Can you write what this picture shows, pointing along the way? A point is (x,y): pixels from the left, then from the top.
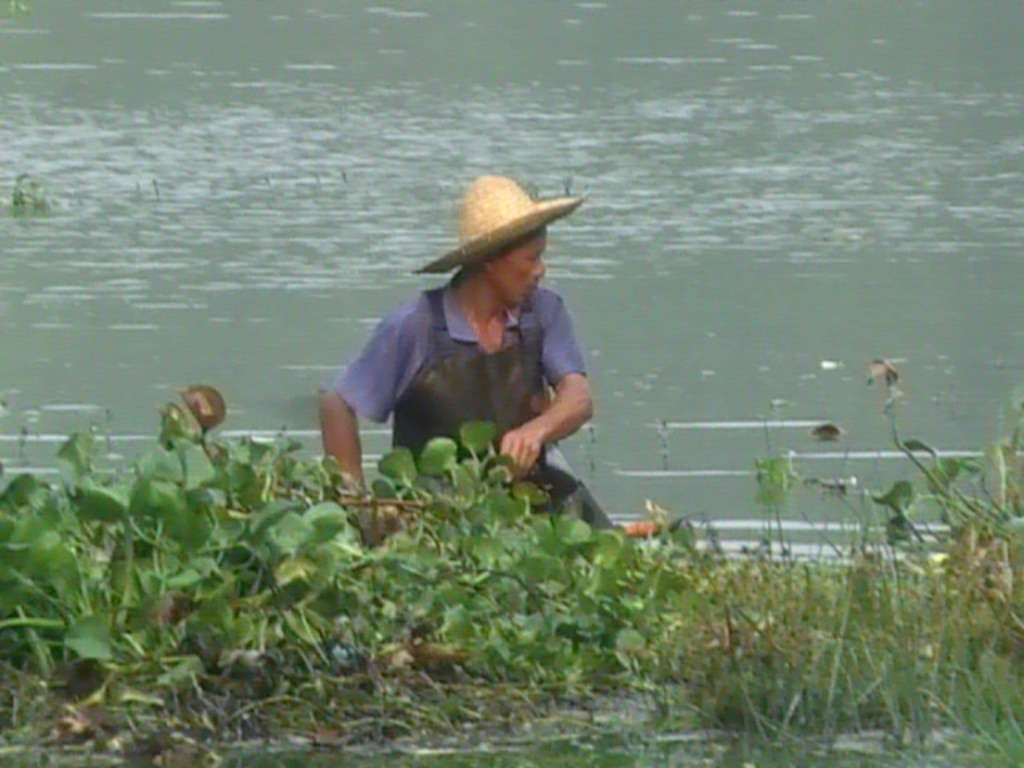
In this image we can see a person (466,364), there are few plants (528,613) in front of the person (463,393) and water (454,153) in the background (713,189).
